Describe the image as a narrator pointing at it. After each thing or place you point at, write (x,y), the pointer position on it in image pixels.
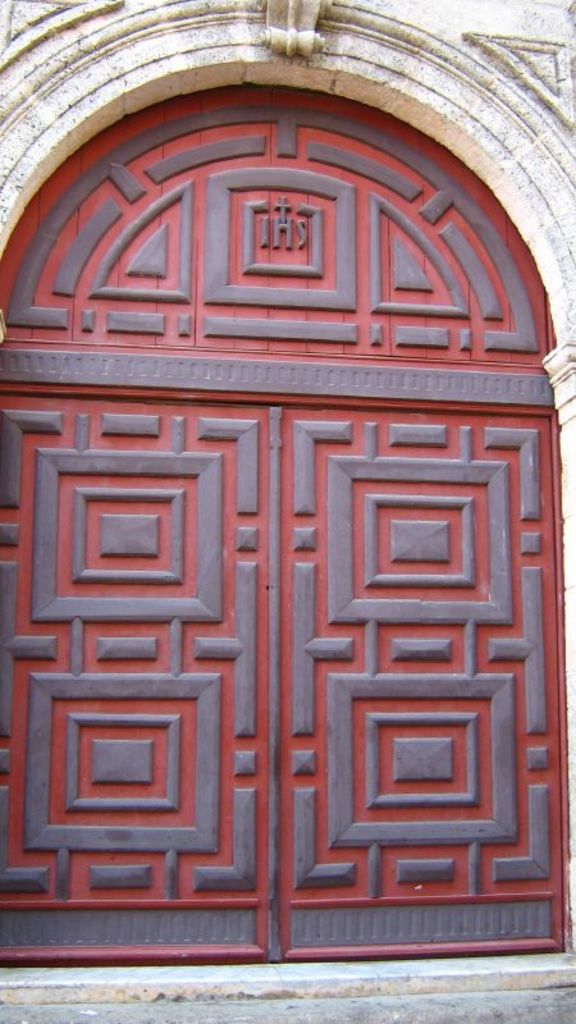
Here we can see doors (295,604) and a wall (16,146).
